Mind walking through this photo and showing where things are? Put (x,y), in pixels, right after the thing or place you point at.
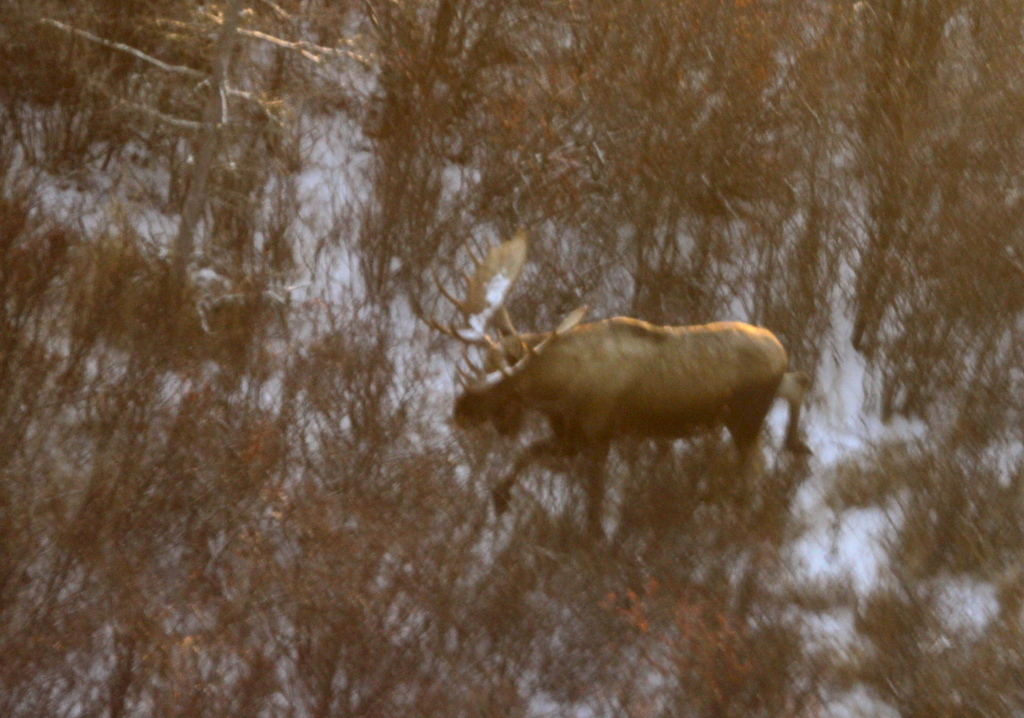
In the image we can see there is a deer (594,374) standing on the ground (816,542) and the ground (345,297) is covered with snow (331,292). There are lot of trees (395,432).
